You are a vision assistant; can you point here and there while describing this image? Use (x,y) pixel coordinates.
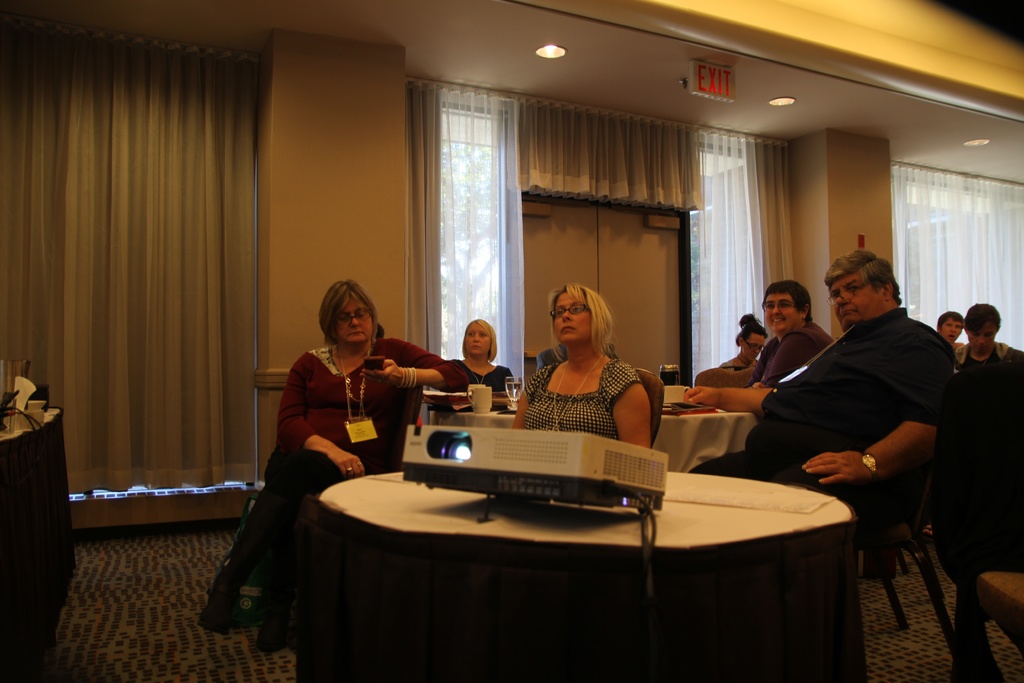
There is a projector (599,506) on the table (713,480). There are some people (332,420) sitting in chairs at tables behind it. There is a door (657,285) with some glass frame (693,238) and curtains (717,181) in the background (547,179). There is a series of lights (985,143) on the top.
